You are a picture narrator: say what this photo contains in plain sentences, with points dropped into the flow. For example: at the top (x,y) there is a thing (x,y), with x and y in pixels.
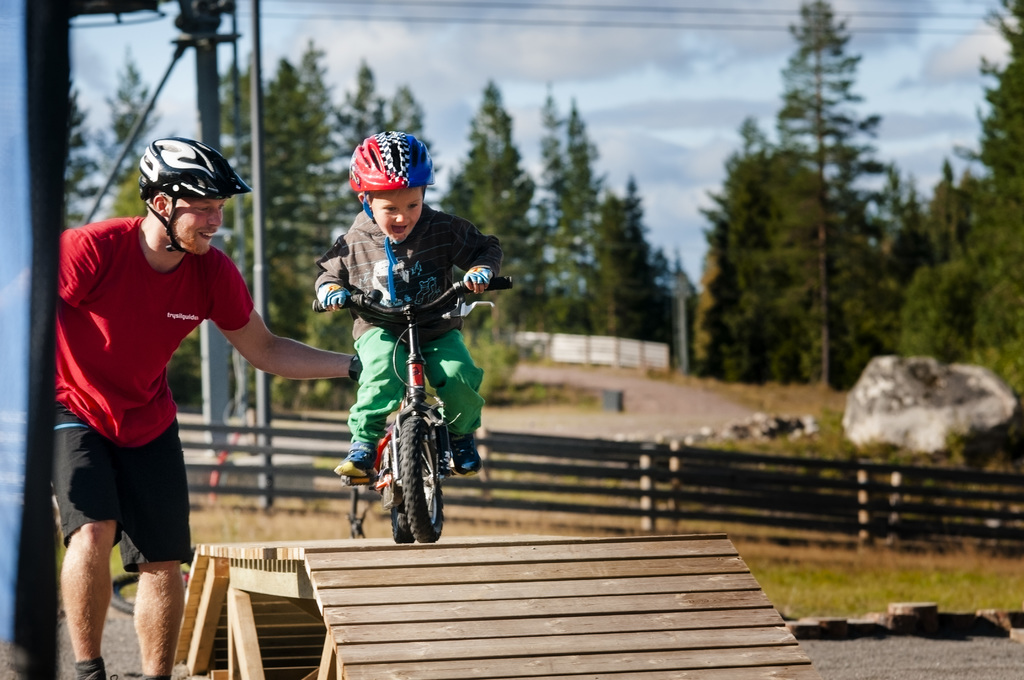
In this image I can see a person (132,313) wearing red and black colored dress (115,359) and black color helmet (144,191) is standing. I can see a child (402,333) is riding a bicycle (411,302) on the wooden path (431,570). In the background (536,506) I can see the railing (812,498), some grass (820,552), few trees (322,188), a huge rock (949,397), the road (723,405), few poles (201,365) and the sky (478,90).
